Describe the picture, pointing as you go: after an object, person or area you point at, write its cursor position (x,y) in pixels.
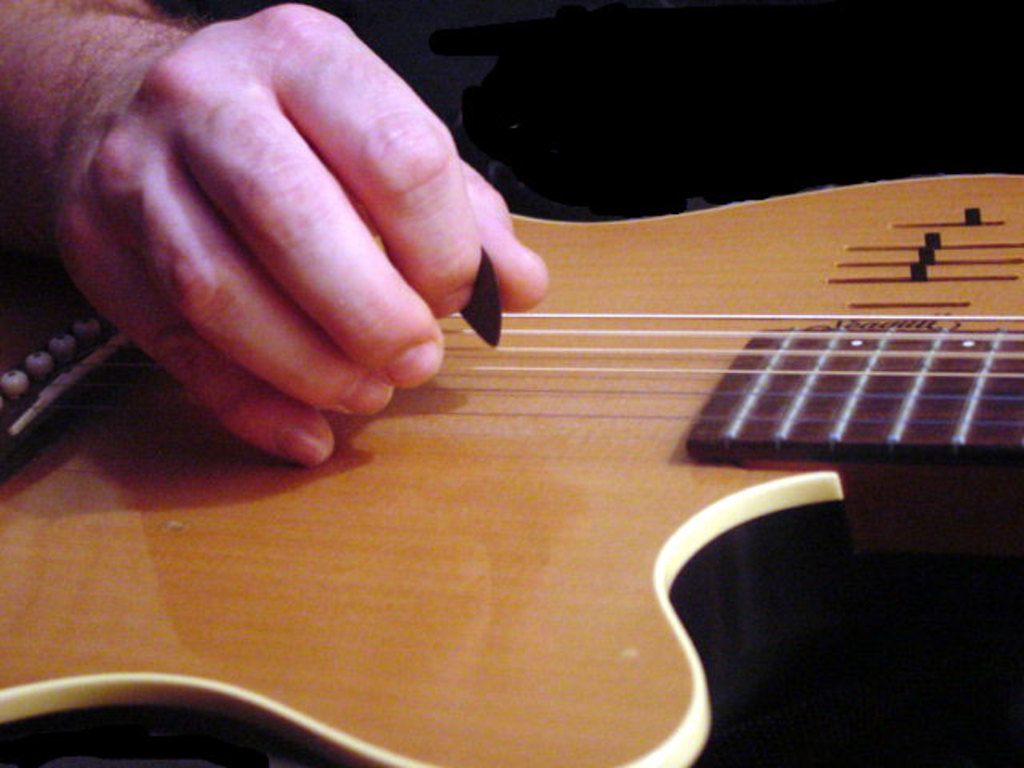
In this image there is a person (376,374) playing a guitar (635,565).
